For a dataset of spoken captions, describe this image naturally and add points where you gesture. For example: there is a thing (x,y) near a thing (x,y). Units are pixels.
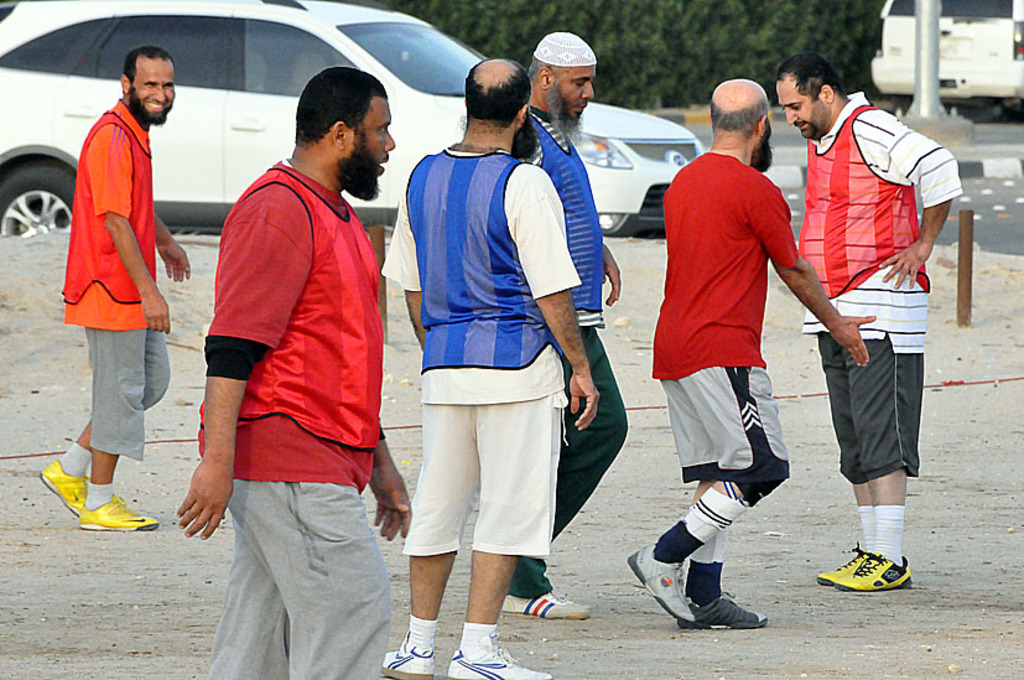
In this image I can see the group of people (517,106) with different color dresses (448,156). In the background (954,102) I can see the vehicles (905,96) on the road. I can see the pole (938,55) and many trees (494,21).
